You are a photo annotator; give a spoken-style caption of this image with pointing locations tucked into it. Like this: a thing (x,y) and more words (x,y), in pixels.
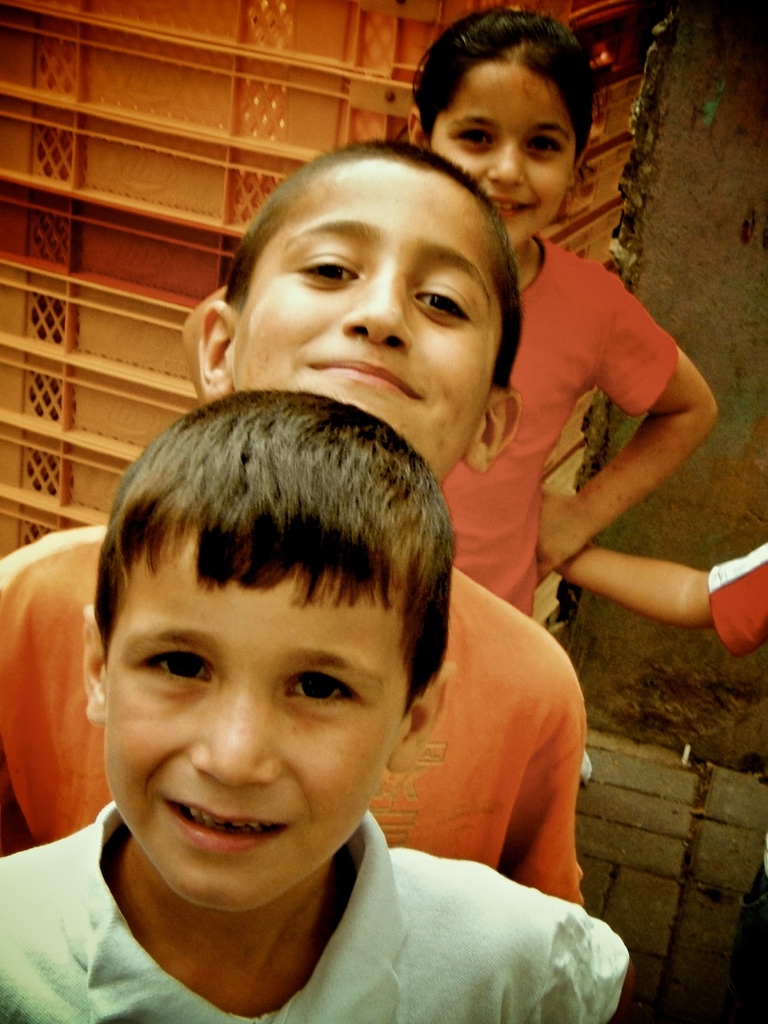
In this image, there are two boys (478,667) and a girl (557,244) standing and smiling. On the right side of the image (696,348), that looks like a wall (693,339). I can see a person's hand (626,583). In the background (92,456), these look like the baskets (100,268), which are orange in color.
